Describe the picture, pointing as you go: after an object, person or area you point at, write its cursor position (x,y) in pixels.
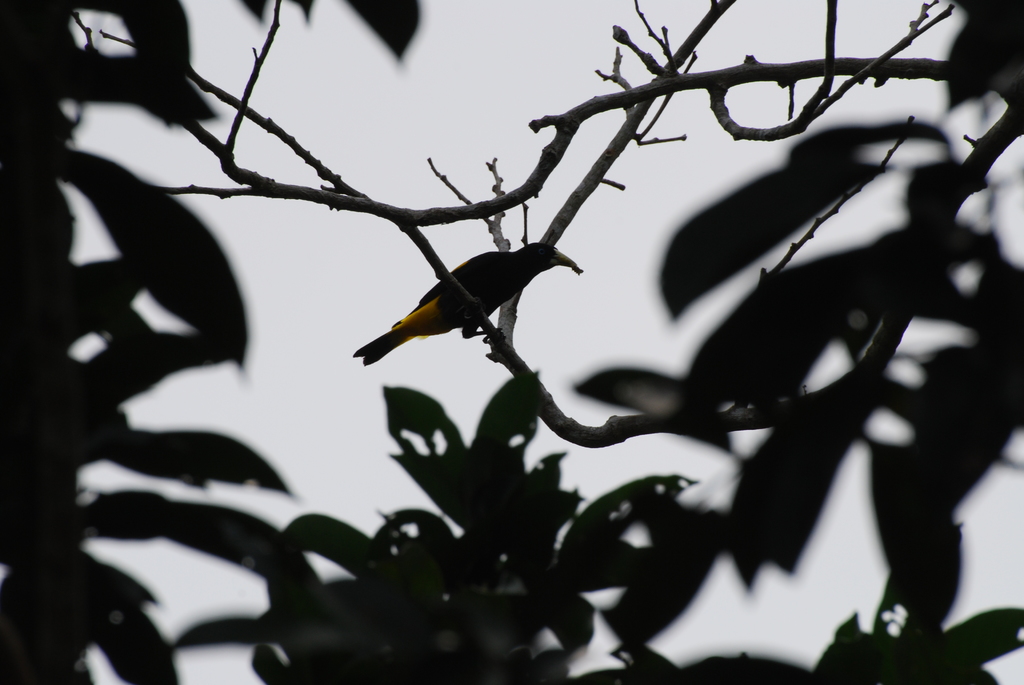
In this picture we can see a bird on the branch (571,203). There are leaves (372,673). In the background (721,164) there is sky (518,178).
